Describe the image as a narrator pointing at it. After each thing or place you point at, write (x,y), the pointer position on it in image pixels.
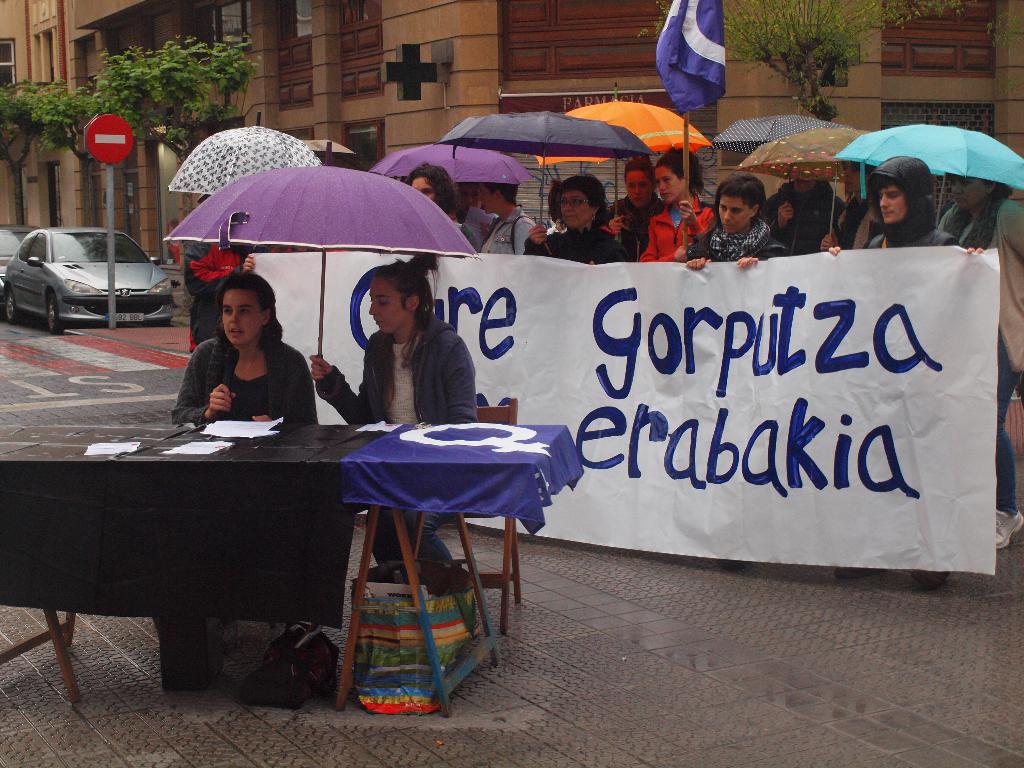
In this image i can see 2 women (446,385) sitting in front of a table (298,439) and i can see few papers (254,430) on the table (152,465), one of the woman (410,301) is holding umbrella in her hand (319,362). In the background (628,256) i can see few people (641,256) standing with umbrellas (522,150) in their hands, a flag (683,104), a building (538,56), a sign (121,143), few vehicles (43,275) and some trees (172,73).
